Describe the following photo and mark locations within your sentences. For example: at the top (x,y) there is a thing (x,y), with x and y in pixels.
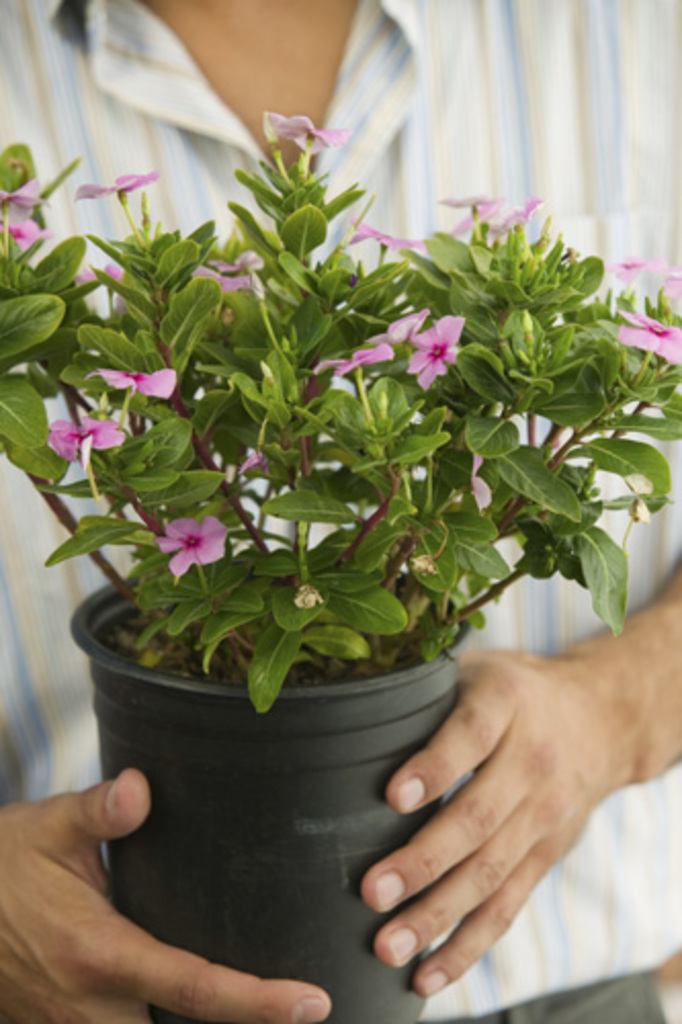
In the image there is a person (380,126) in striped shirt (639,199) holding a flower plant pot (358,619).
